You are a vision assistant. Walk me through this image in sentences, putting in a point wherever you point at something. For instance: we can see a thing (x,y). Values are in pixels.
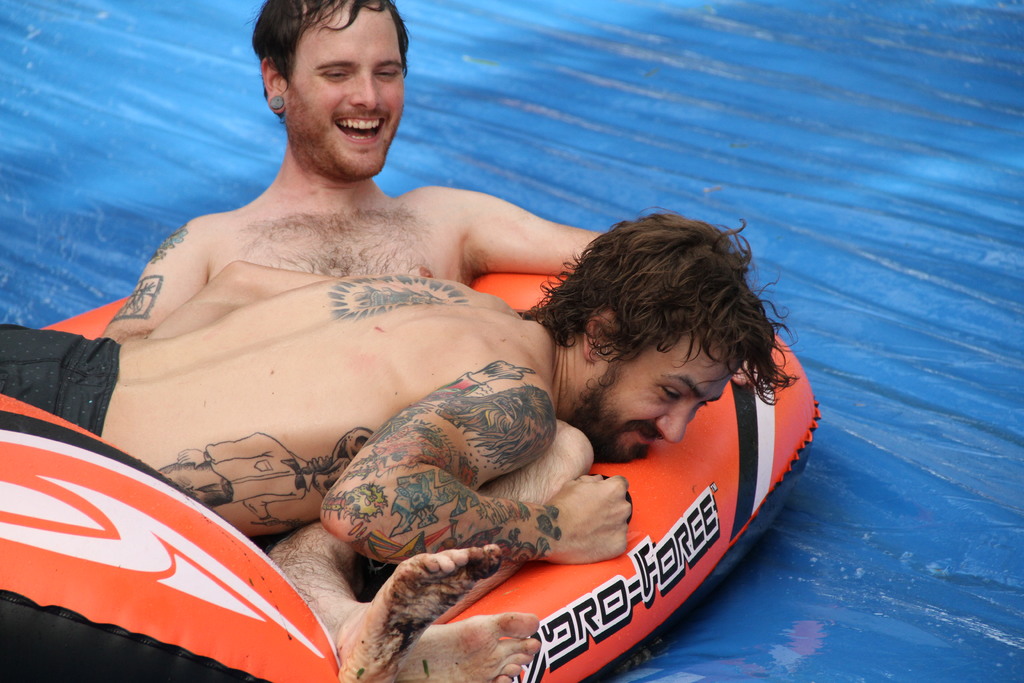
In this image there is a blue surface (935,78), on that there are two persons (311,360) sliding with an inflatable tube (698,449).
